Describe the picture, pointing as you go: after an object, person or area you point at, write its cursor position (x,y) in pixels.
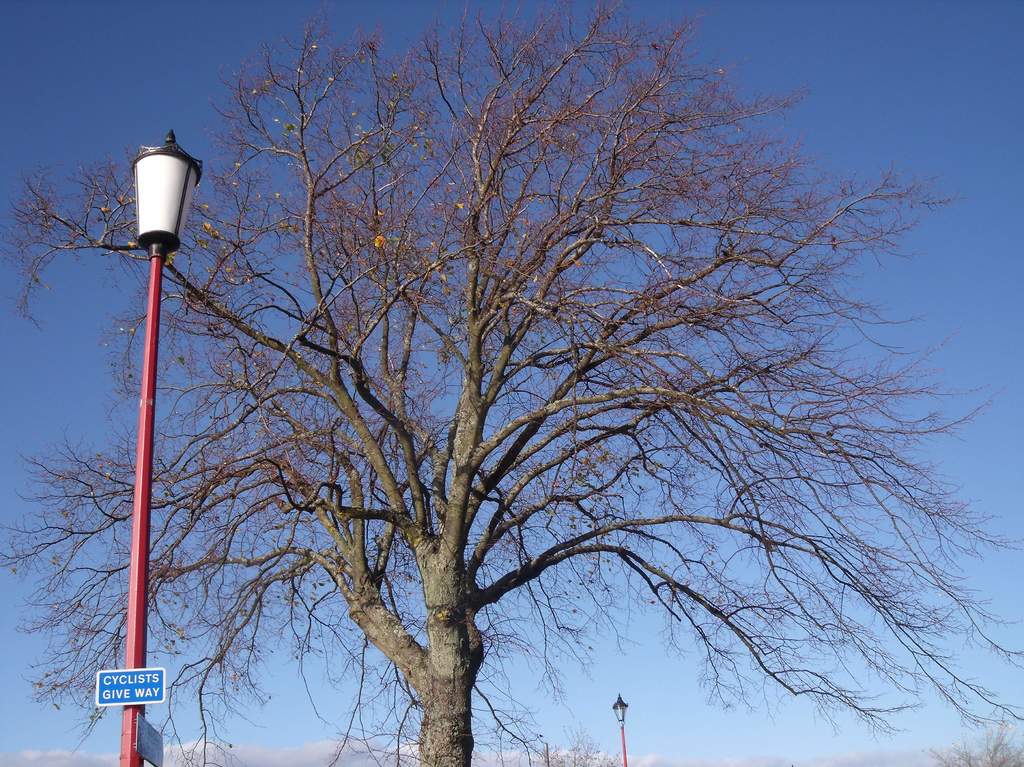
In the picture I can see trees (481,654), pole lights (130,712) and a blue color board (147,681) which has something written on it. In the background (197,727) I can see the sky (526,590).
